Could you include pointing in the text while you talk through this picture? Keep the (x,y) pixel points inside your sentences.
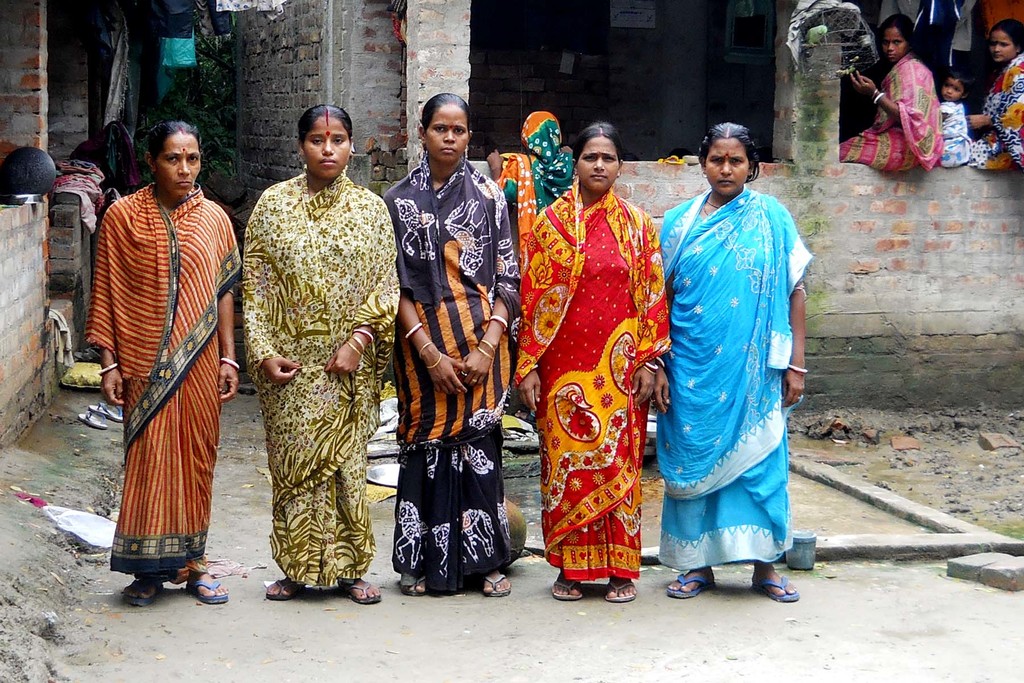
In this image I can see group of people (398,287) standing. In front (572,366) the person (586,306) is wearing red and yellow color saree (574,379). In the background (1007,82) I can see few people (979,154) sitting and I can also see few buildings (252,57).
